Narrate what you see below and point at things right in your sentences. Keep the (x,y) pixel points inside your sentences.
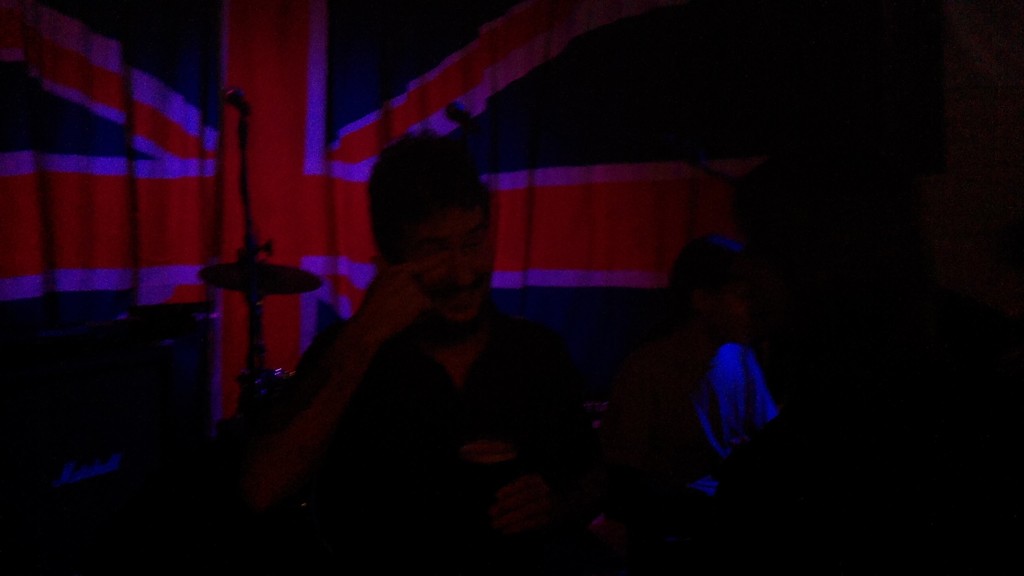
This is an image clicked in the dark. Here I can see two persons (395,372). On the left side (270,292) there is an object (252,270). In the background (265,98) there is a flag (480,99).
